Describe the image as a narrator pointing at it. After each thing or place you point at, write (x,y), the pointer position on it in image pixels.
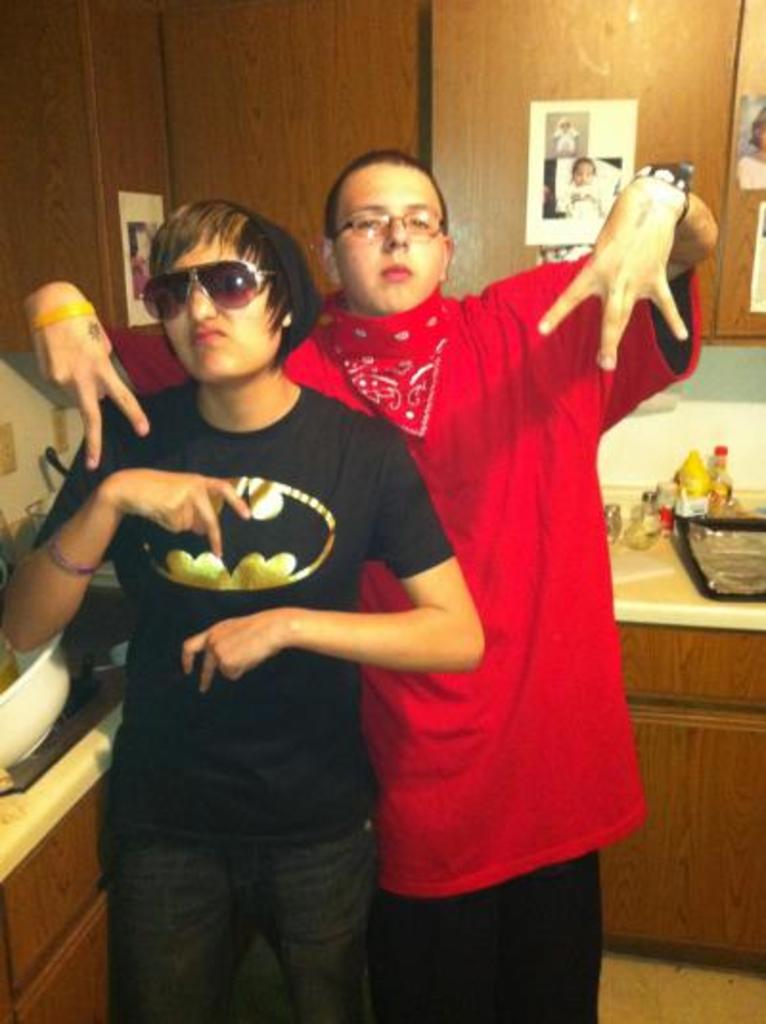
In this image we can see two persons (386,549). Behind the persons (409,346) we can see cupboards (482,87) and few objects (3,573) on the shelf (669,541). There are few photos (580,223) on the cupboards (55,189).
